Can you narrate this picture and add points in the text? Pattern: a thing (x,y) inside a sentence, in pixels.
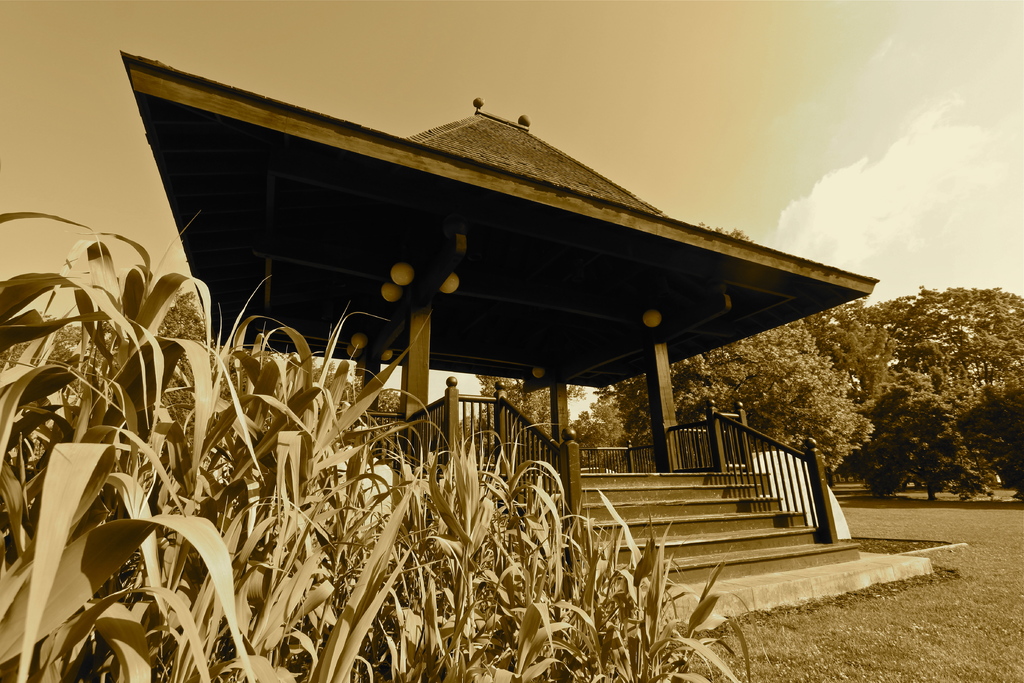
In this image I can see black and white image and I can see the sky (746,106) at the top (739,76) and in the middle (640,427) I can see a roof (159,121) and staircase (707,558), trees (756,409), grass (108,472) visible.
